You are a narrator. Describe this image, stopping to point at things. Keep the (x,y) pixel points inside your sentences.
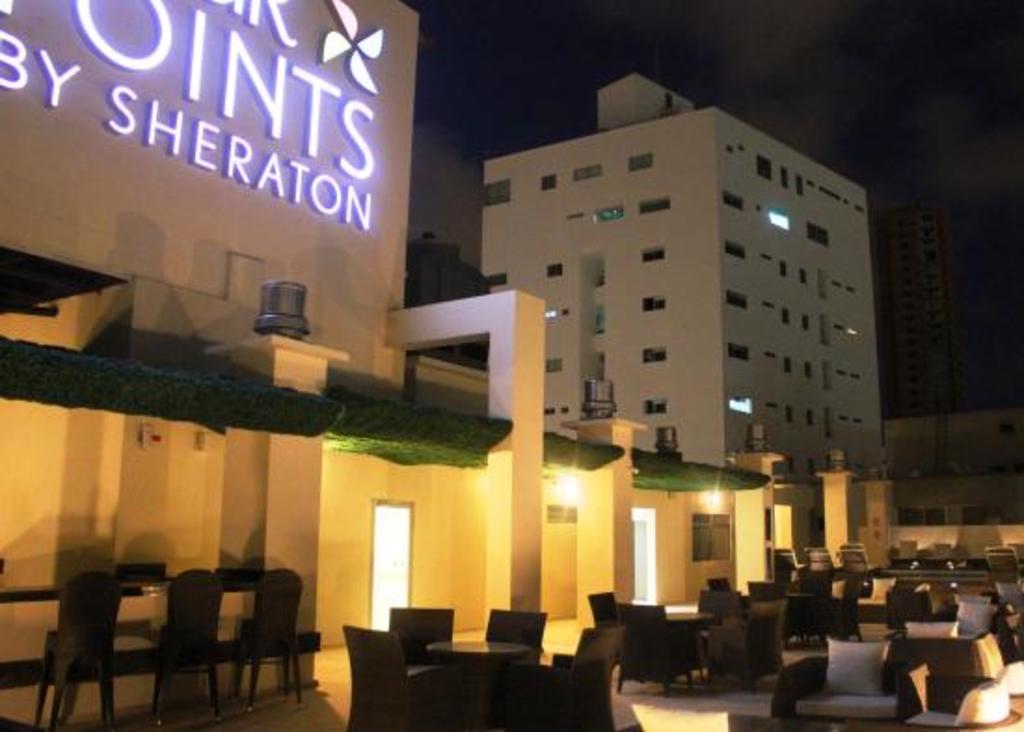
In this image, I can see the buildings (648,326) with windows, lights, pillars (590,439) and plants (332,416). At the top left side of the image (236,155), I can see a name board (239,143). At the bottom of the image (820,613), there are tables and chairs (586,672) with cushions (860,696). In the background (490,127), there is the sky (585,95).
